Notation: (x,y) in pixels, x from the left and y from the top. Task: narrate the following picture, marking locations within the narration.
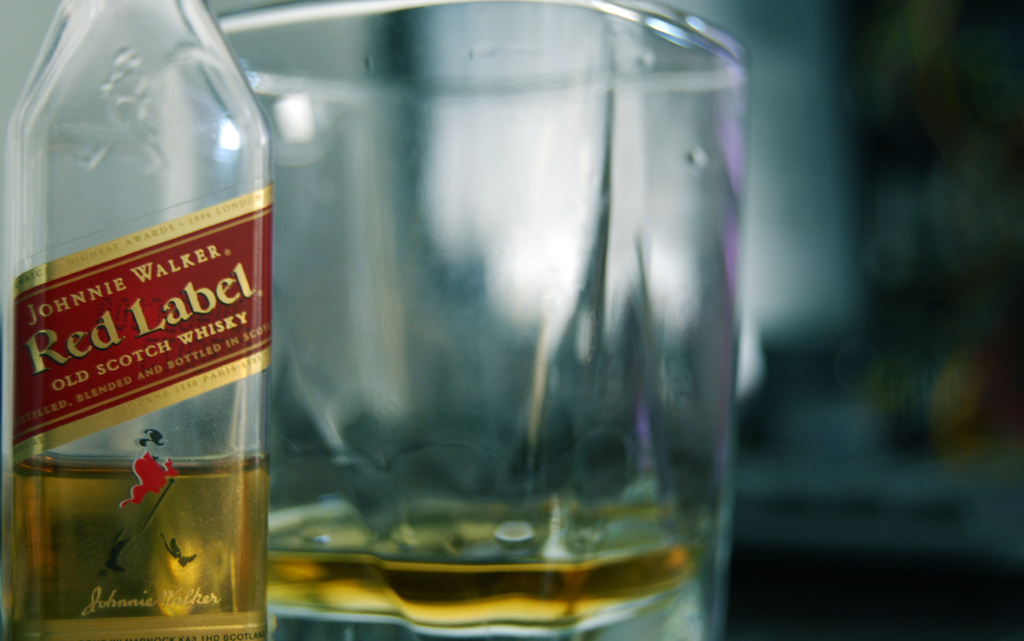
In this picture we can see bottle (28,378) with sticker (61,301) to it and drink (87,502) in it and aside to this we have glass (400,399) with some drink (525,592) in it and in background (1019,258) it is blurry.
